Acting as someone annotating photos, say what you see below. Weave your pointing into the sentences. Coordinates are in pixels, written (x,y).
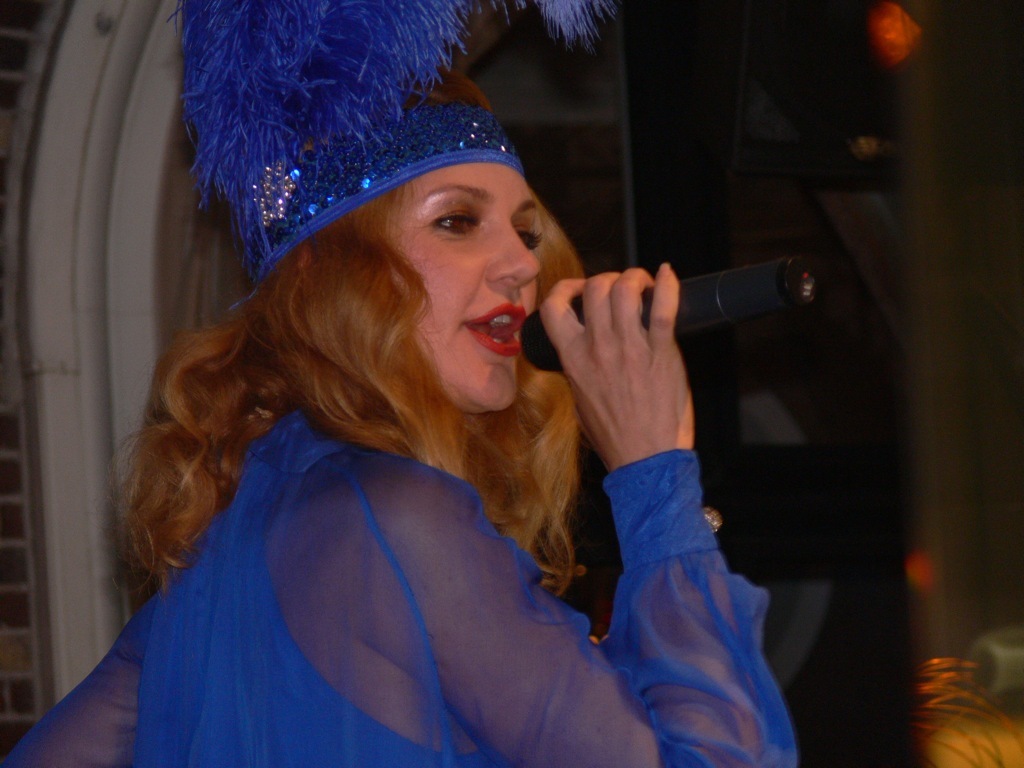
In the image we can see one person (537,410) standing and holding microphone (555,355). She is singing, we can see her mouth (494,324) is open. She is wearing hat (427,111) which is in blue color. In the background (117,150) there is a wall (139,87).
